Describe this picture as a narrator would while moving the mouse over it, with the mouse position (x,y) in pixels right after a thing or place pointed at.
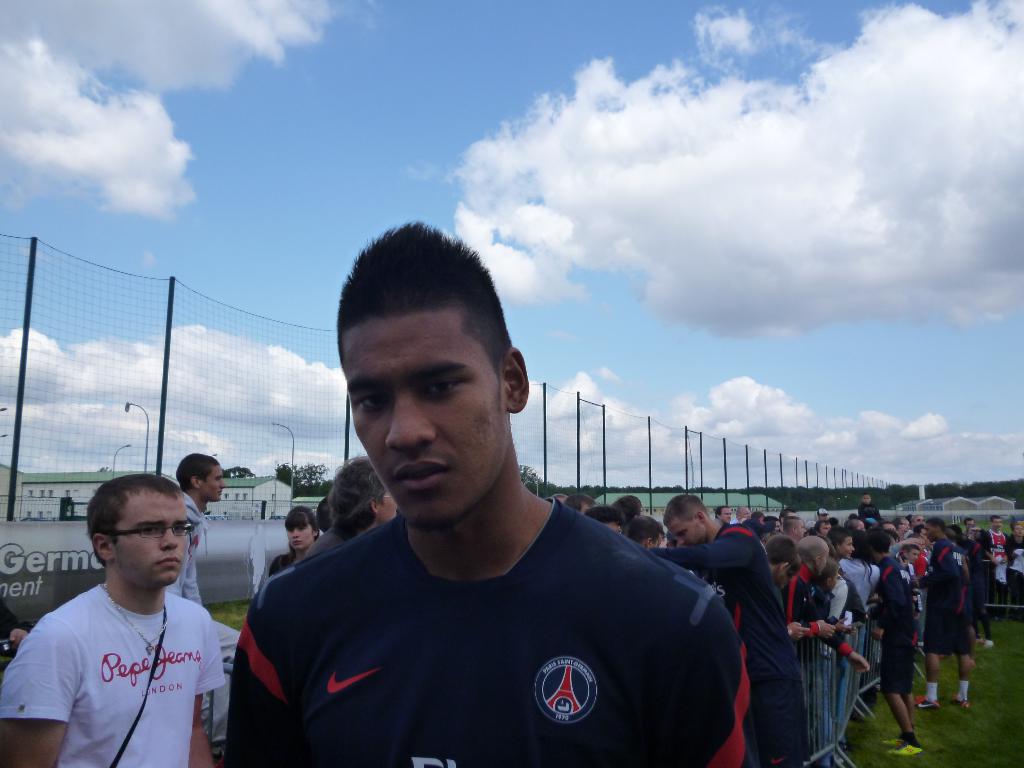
In this picture I can see there are many people (761,593) standing here and he is wearing a jersey (543,735) and in the backdrop (855,672) I can see there is a fence (56,295). The sky (397,137) is cloudy.
